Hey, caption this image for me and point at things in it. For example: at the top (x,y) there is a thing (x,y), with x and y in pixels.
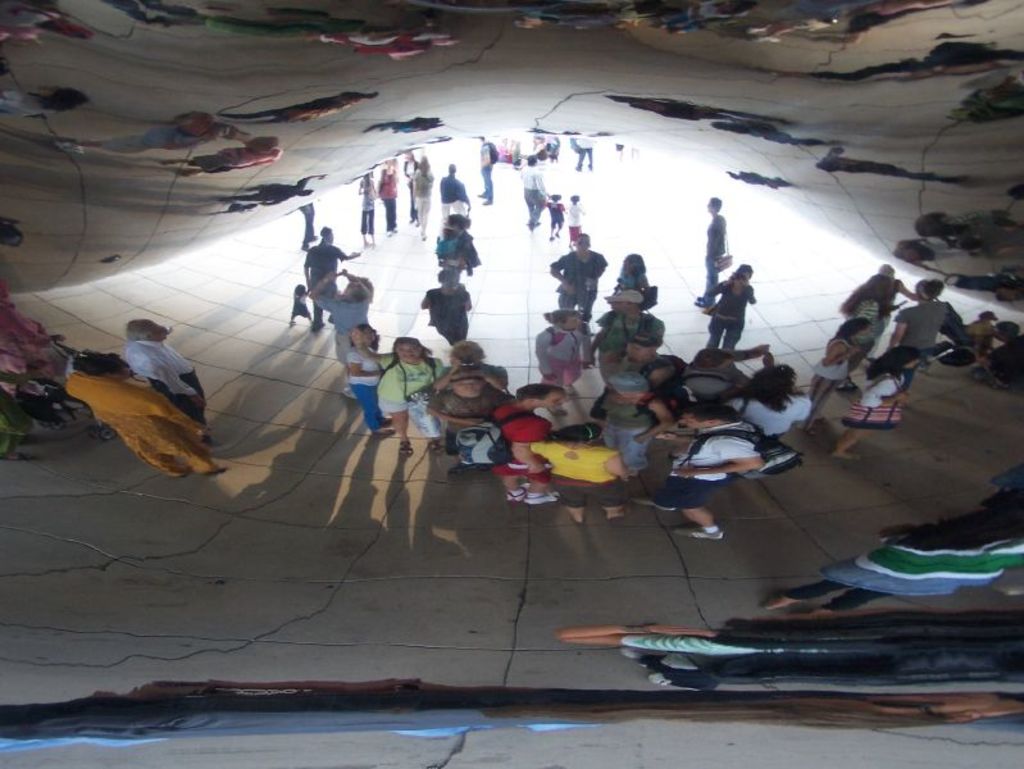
In this image we can see reflection (581,411) of people (907,323) on a glass (349,327).
